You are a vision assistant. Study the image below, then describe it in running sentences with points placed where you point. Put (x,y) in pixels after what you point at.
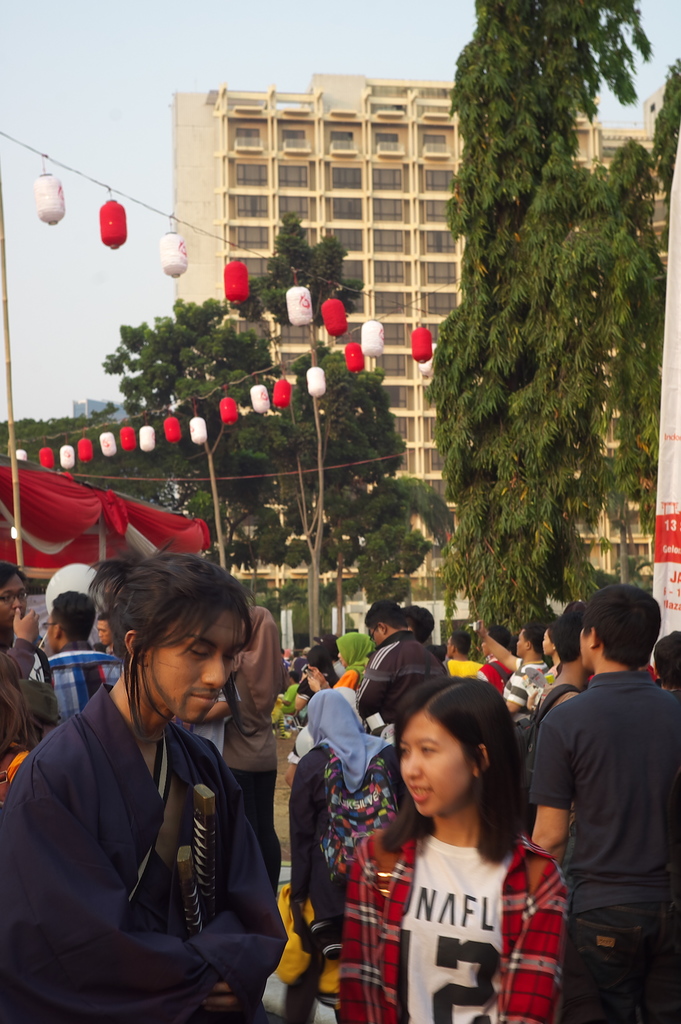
In this image, we can see persons (486,842) wearing clothes (352,735). There are decors (98,498) on the left side of the image (105,498). There are buildings (601,146) and trees (563,464) in the middle of the image (380,442). There is a sky (336,41) at the top of the image (304,28).
